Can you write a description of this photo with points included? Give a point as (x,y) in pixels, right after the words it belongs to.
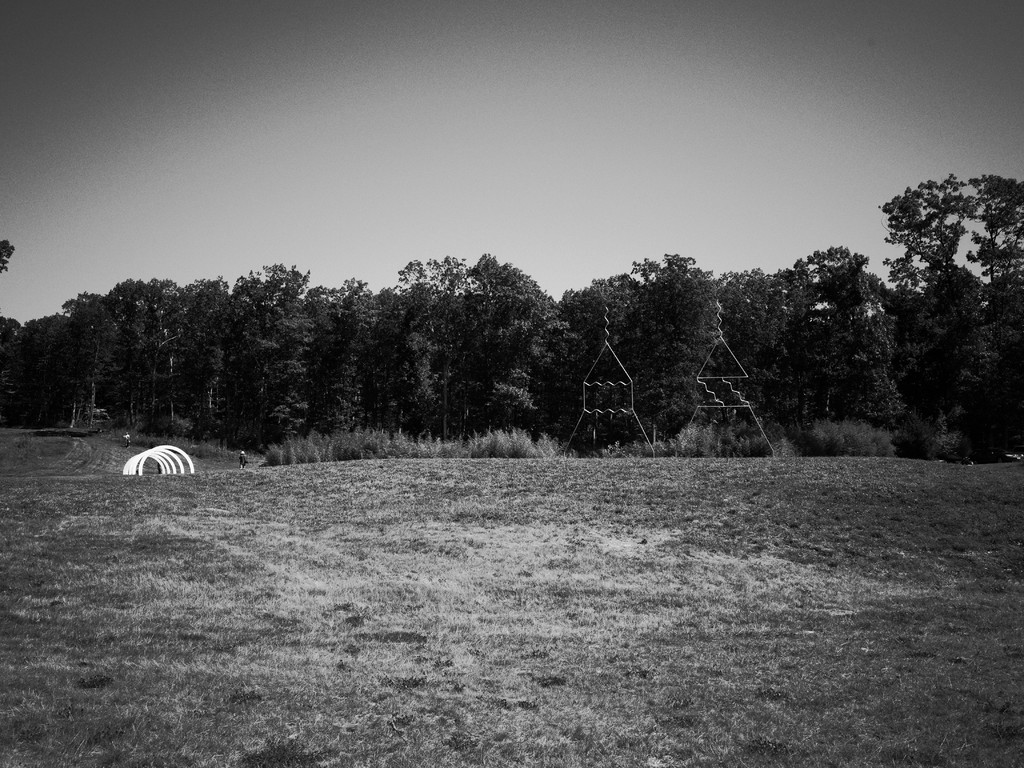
This is a black and white picture, in this image we can see the person's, trees (489,405), grass (208,461) and some other objects (759,424) on the ground (202,473), in the background (473,148) we can see the sky (629,144).
